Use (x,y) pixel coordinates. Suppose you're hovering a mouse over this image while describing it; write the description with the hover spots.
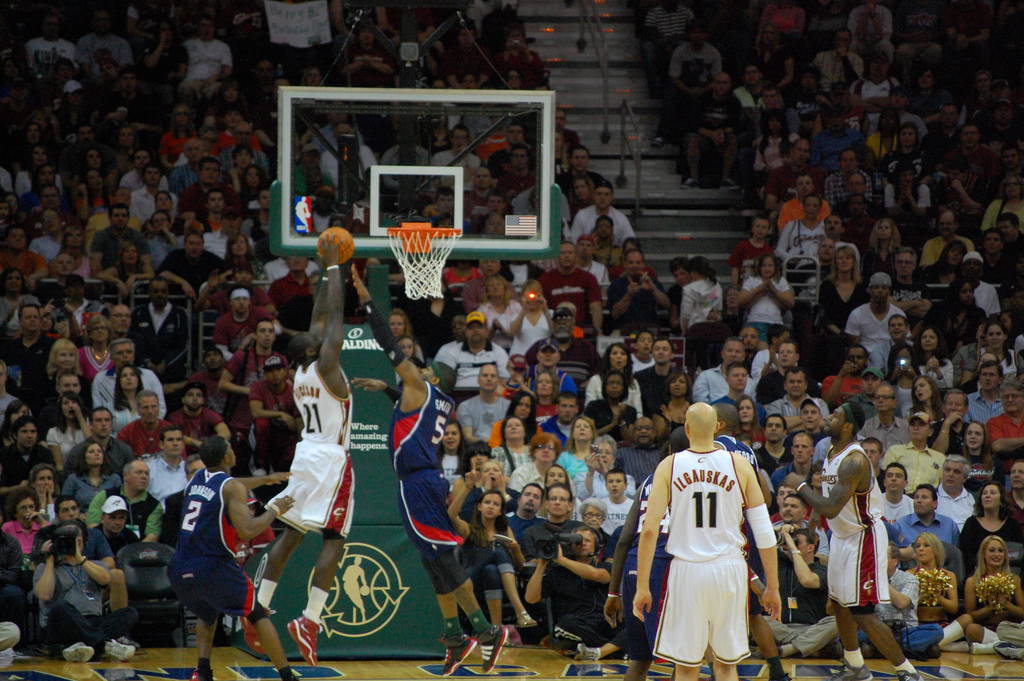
In this image in the center (422,396) there are persons (401,393) playing a game and in the background (168,354) there are persons (754,312) sitting and there are persons (84,602) sitting and holding cameras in their hands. On the top (446,214) there is a basketball net (423,225).
